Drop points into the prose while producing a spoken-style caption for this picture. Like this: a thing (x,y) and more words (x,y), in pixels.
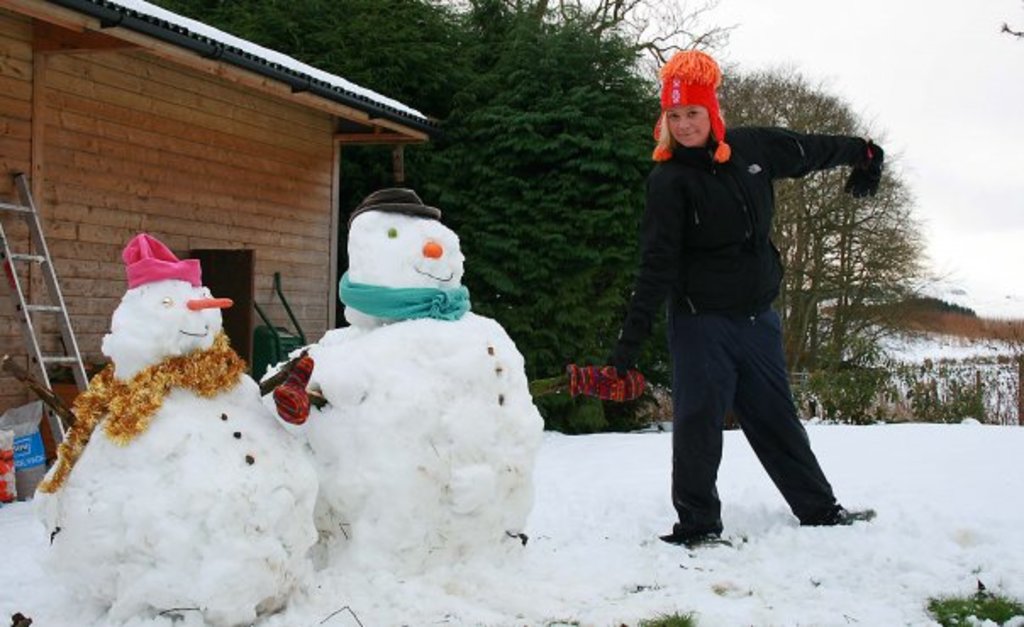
On the left side of the image (278,452) we can see two snowmen (317,351) on the snow (442,572). In the center of the image (676,290) we can see a person (722,266) is standing and she is wearing a hat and she is holding some object (631,386). In the background (816,13), we can see the sky (879,62), trees (524,165), one house (243,190), one ladder (32,327) and a few other objects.
